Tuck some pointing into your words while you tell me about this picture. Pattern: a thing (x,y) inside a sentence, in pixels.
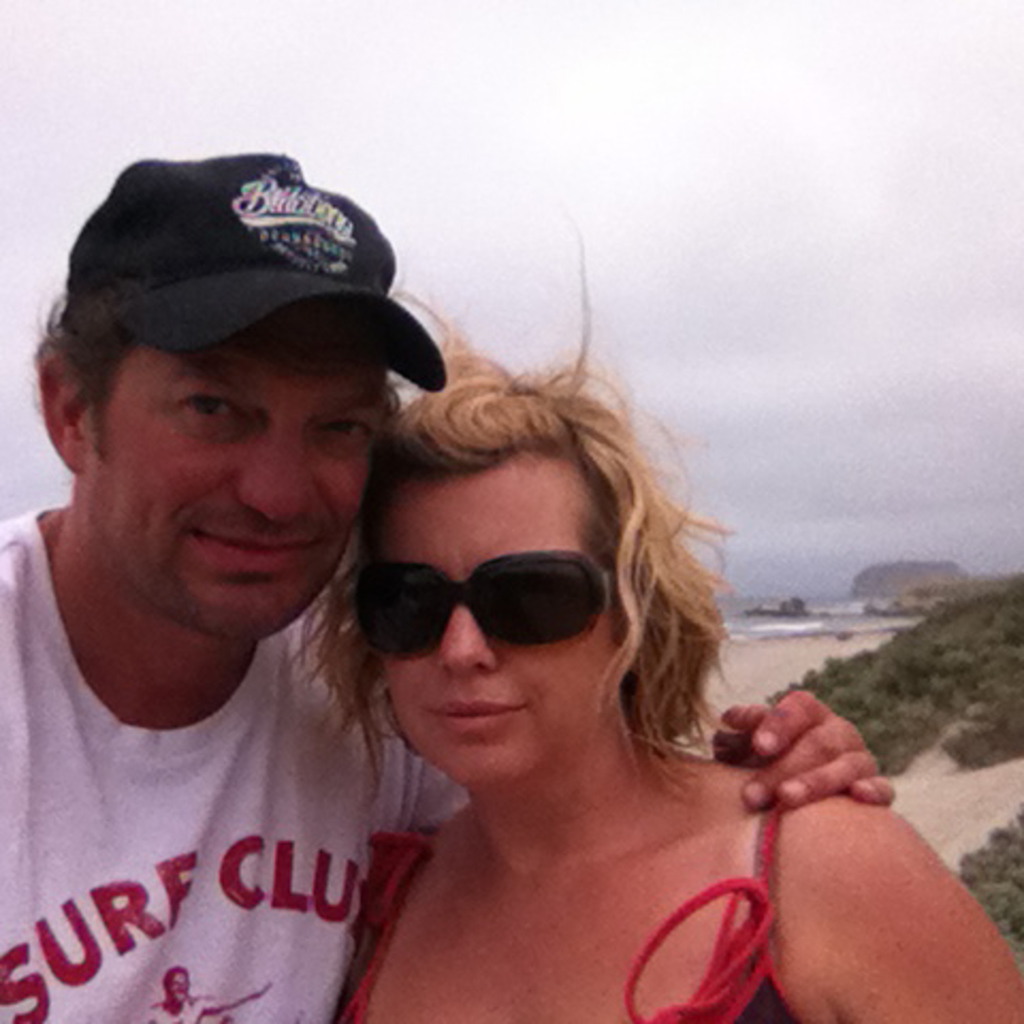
In this image there is a couple (477,824) standing, behind them there is a sea (841,626), plants (975,673) and the sky (735,451).
